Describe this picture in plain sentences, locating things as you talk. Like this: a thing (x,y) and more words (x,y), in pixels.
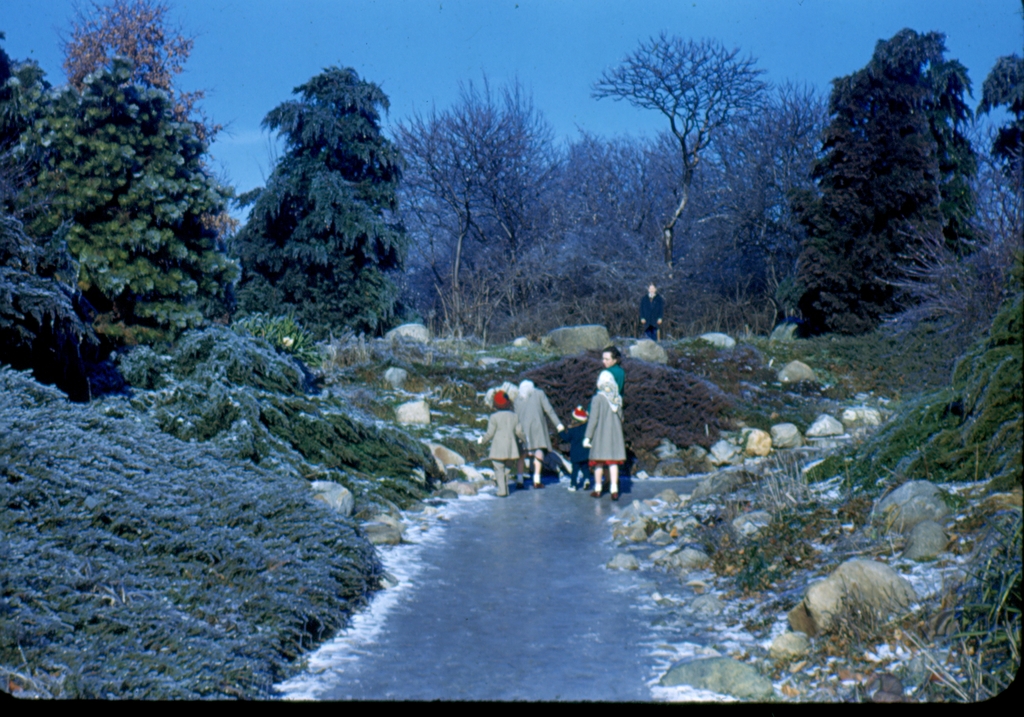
Here we can see few persons (616,442) on the road (565,635). There are plants (942,385), rocks (884,518), and trees (405,173). In the background (604,103) there is sky (400,65).
